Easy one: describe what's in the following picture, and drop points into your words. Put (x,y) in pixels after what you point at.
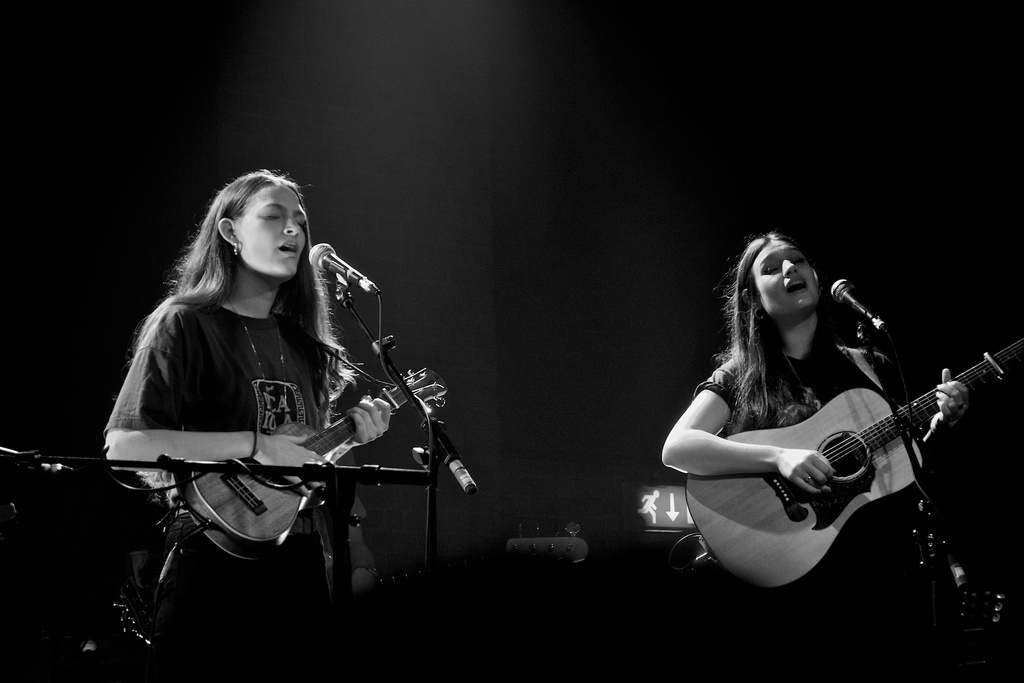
Girls (788,424) are playing guitar (837,501), this is microphone (856,298).
